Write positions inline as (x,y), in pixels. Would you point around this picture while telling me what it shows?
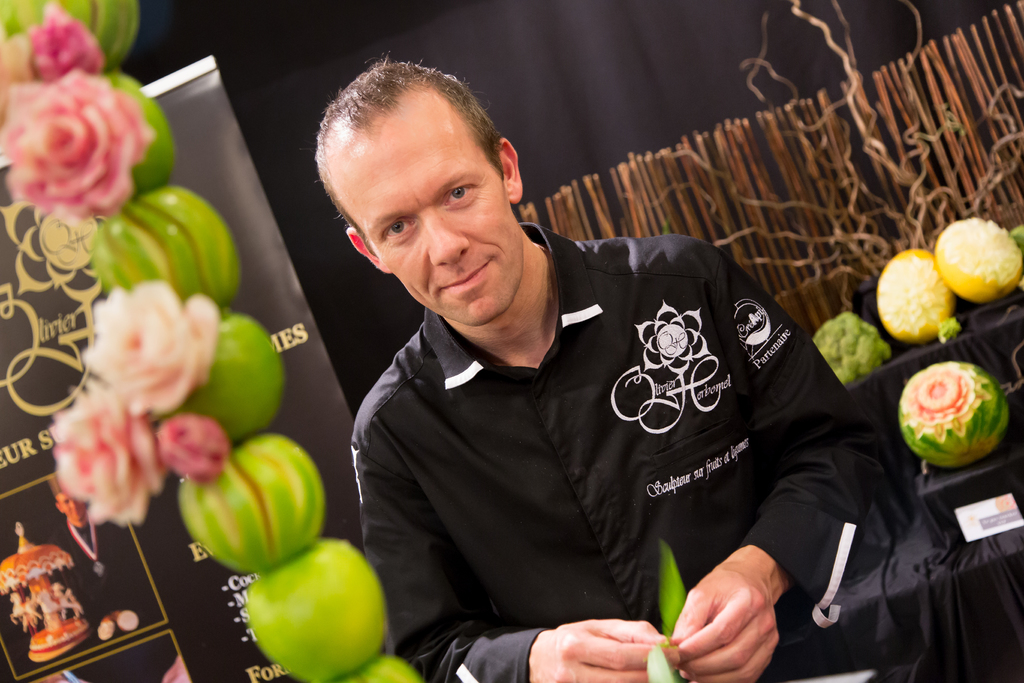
In this image in the front (569,487) there is man (618,516) smiling and in the background (284,417) there are fruits (252,363) and there is a banner (284,417) with some text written on it and there is a curtain (624,82) which is black in colour.
